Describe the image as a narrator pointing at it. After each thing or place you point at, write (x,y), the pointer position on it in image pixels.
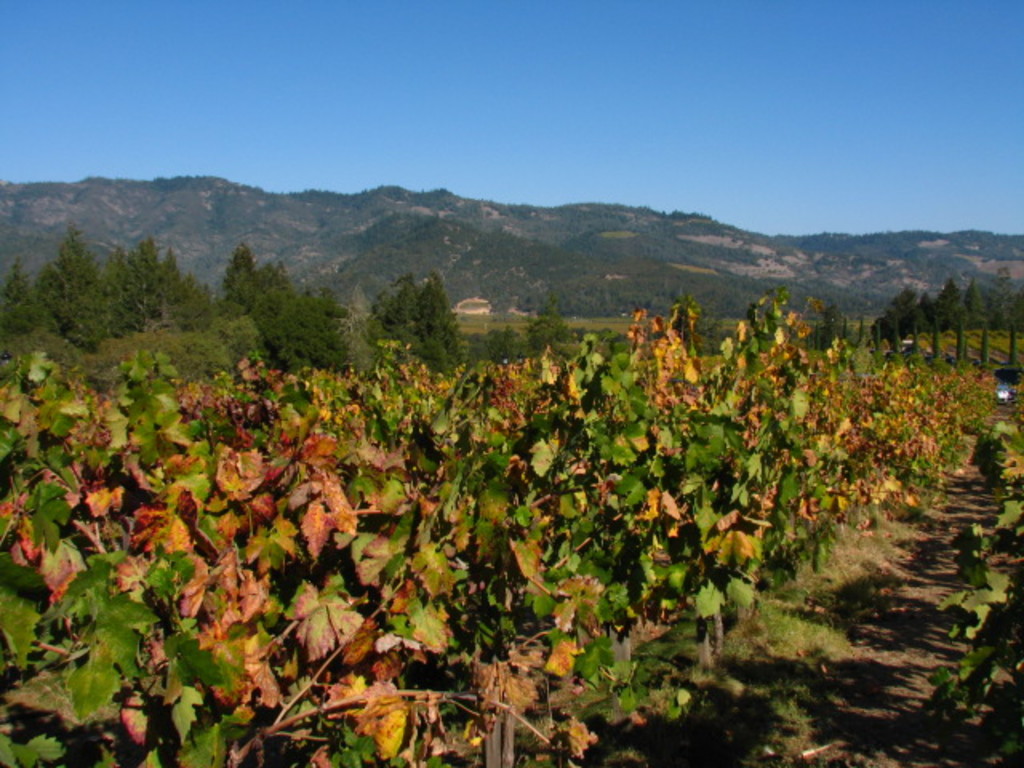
In this picture I can see number of plants (775,315) and trees (1010,312) in front (14,419). In the background (250,239) I can see the hills (710,222) and the clear sky (323,126).
